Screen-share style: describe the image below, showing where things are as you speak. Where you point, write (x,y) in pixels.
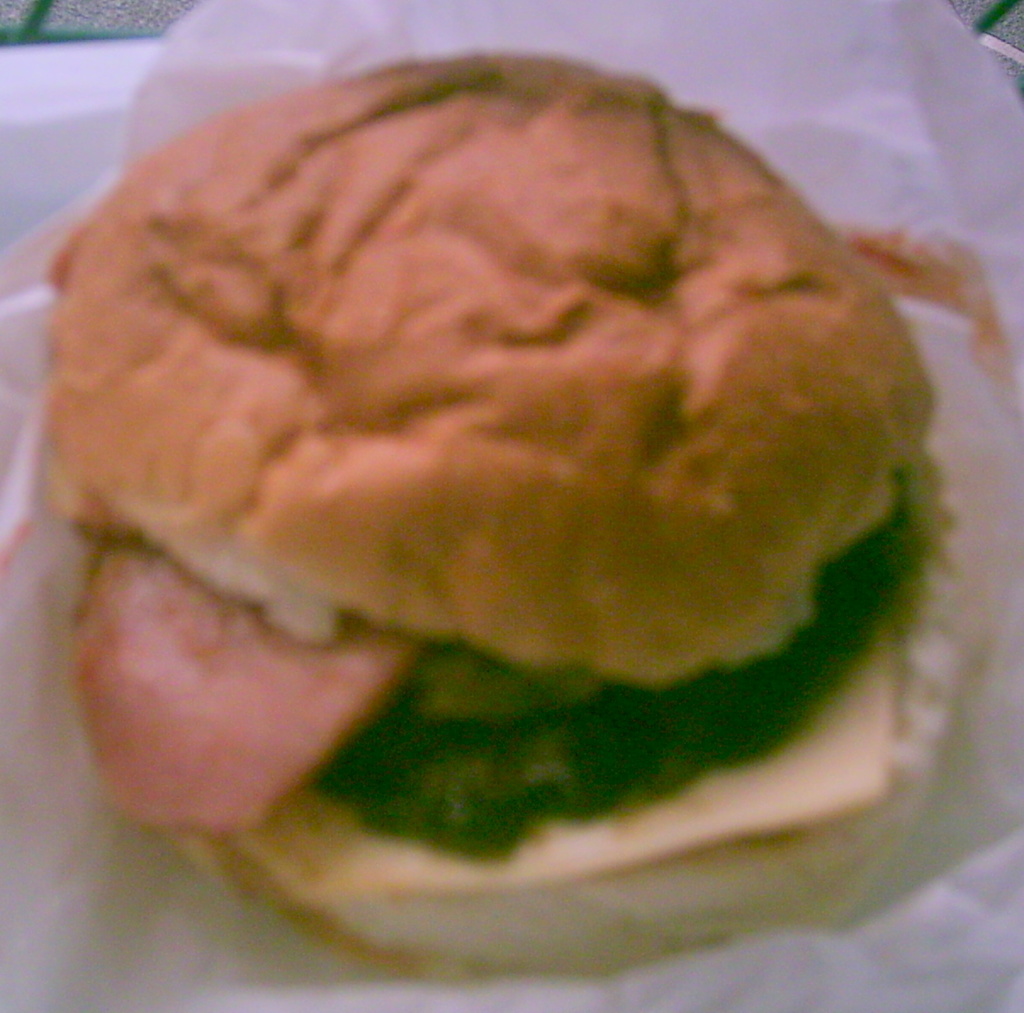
Here I can see a burger (237,524) which is packed in a white color paper (73,860). This is placed in a plate (68,121).
